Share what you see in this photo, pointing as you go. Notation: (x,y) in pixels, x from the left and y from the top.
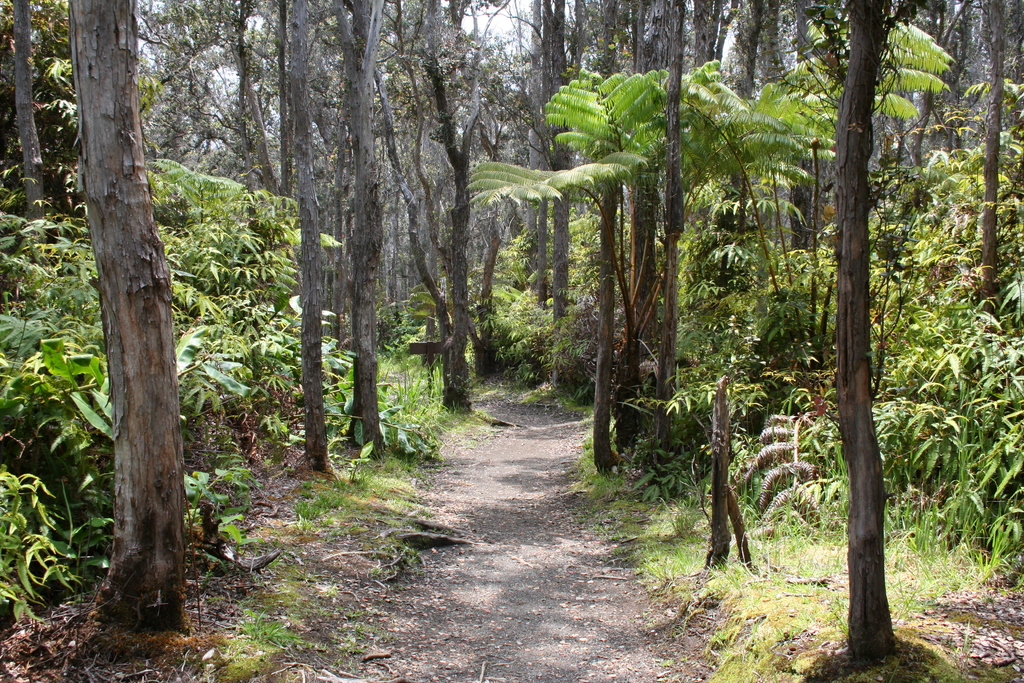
In this image, we can see the ground (349,610). We can see some grass (602,497), plants (70,227). There are a few trees (430,140). We can see the sky (513,3).
